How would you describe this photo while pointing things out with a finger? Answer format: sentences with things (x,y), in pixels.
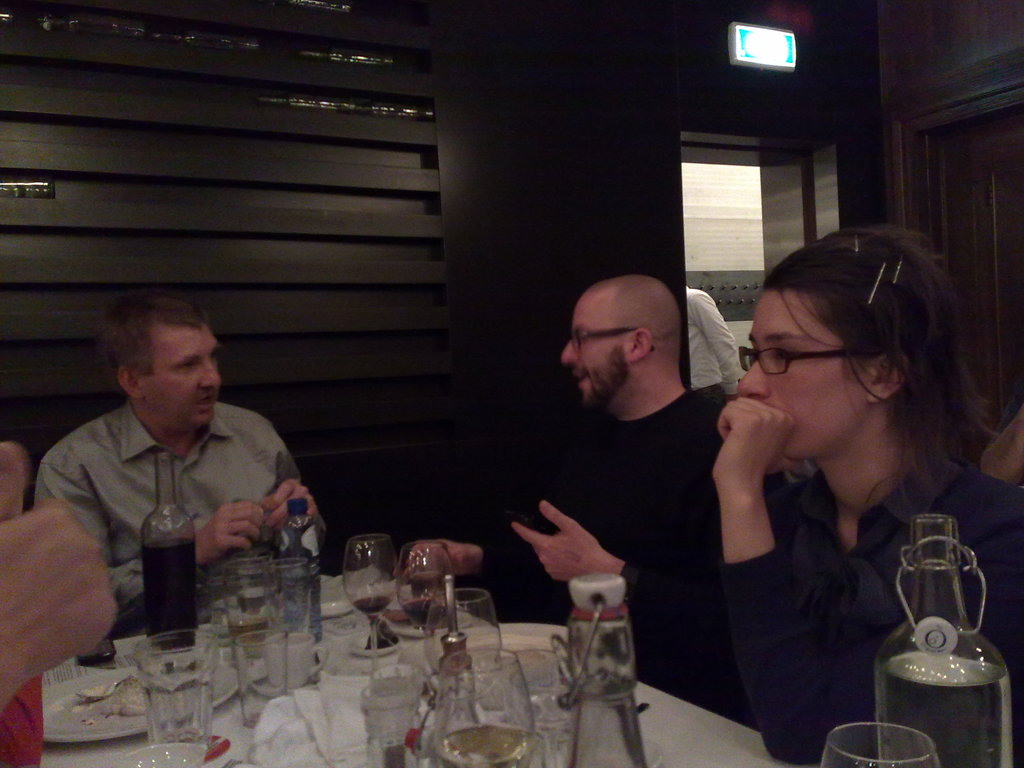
There are people (623,435) sitting on the chair (387,469) and talking at the table (356,636). On the table (300,617) there are wine bottles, water bottles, glasses (438,574), tissue papers (297,705) and food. In the background (752,81) there is a wall (765,84) and a person (706,358) here.
